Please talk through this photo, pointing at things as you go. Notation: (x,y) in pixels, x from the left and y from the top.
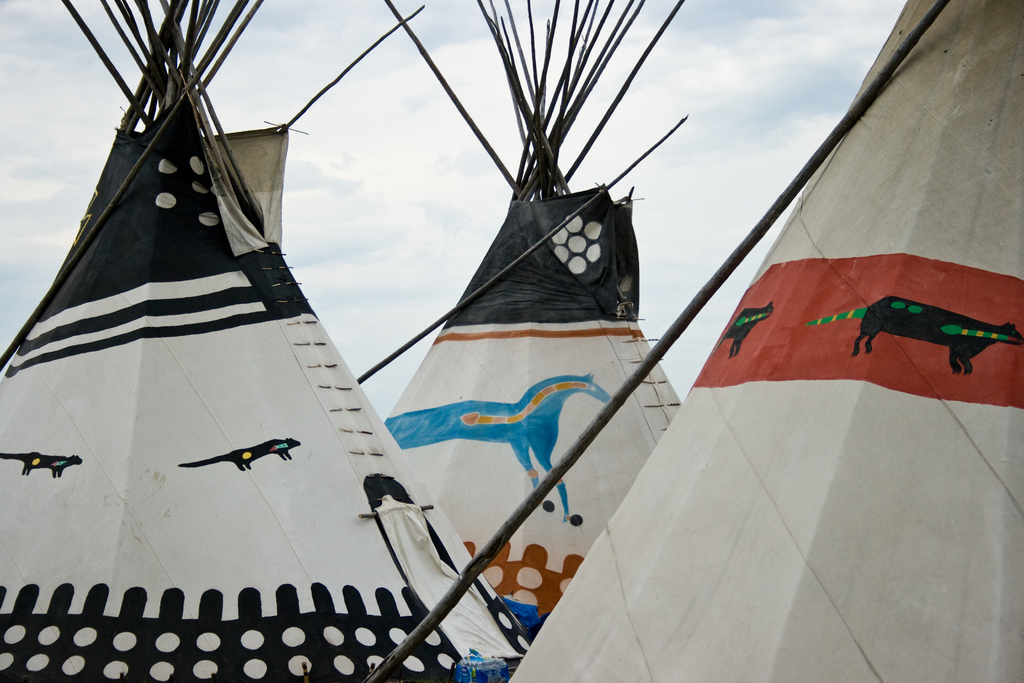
In this image we can see the three Tipi tents (68,520) and in the background (410,55), we can see the sky (384,332) with clouds (396,139).
